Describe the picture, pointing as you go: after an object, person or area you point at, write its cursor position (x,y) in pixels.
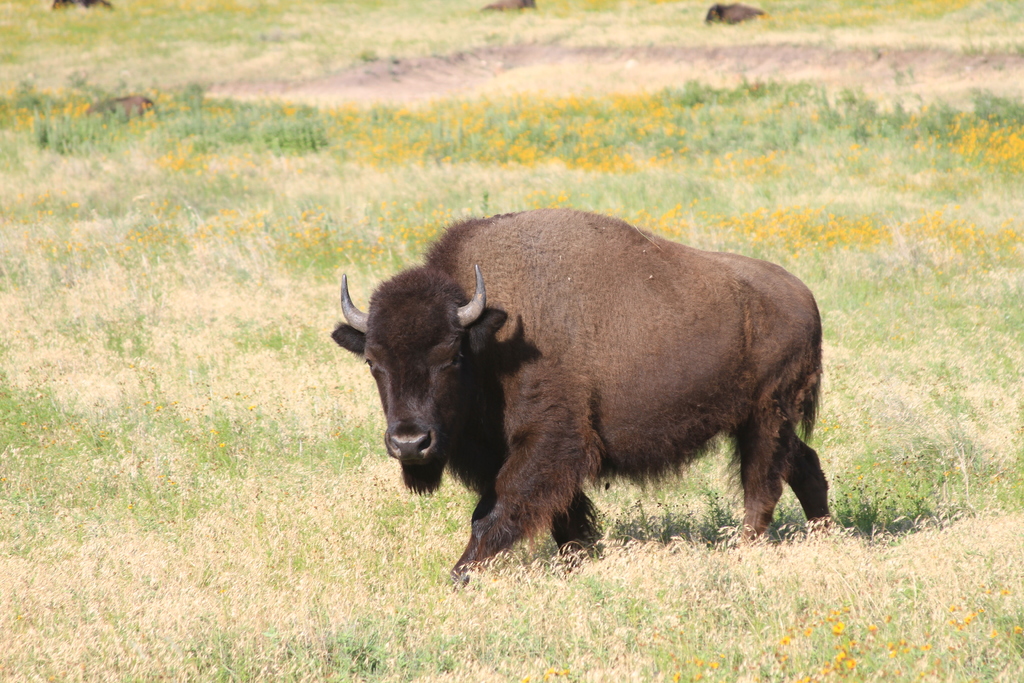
In this picture we can observe an animal (582,340) which is in brown color, walking on the ground (395,542). There are some plants (353,608) on the ground (518,205). In the background (122,106) we can observe some animals (135,96). There are yellow color flowers (520,146).
